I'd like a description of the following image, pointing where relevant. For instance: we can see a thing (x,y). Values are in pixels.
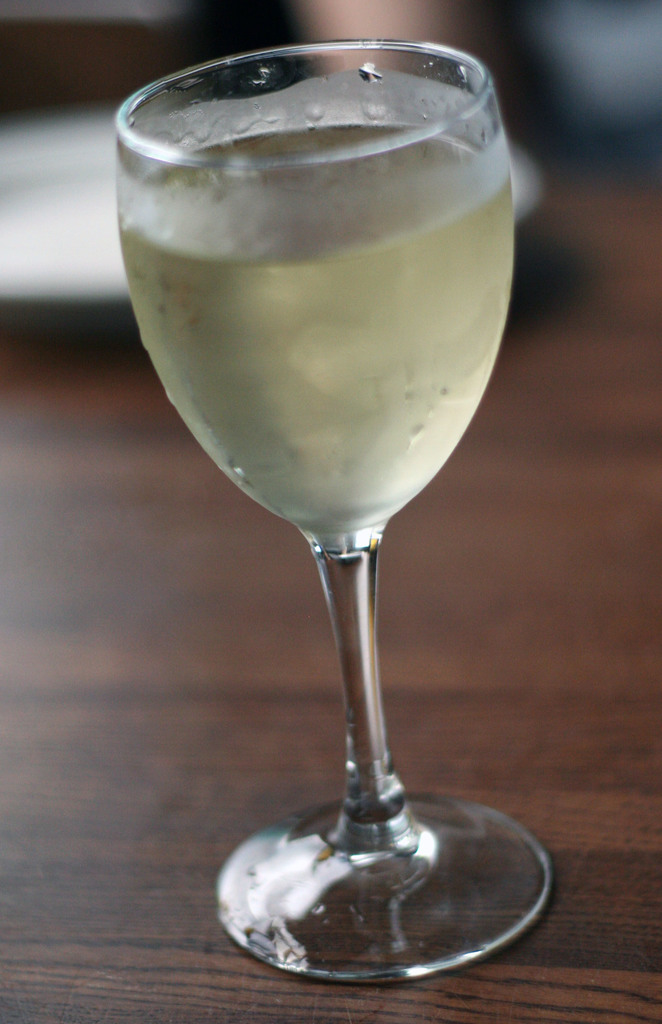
In this image I can see a glass (183,242) and some liquid (417,355) in it. The glass (352,791) is on the table (318,784) and the table (172,780) is in brown color.
